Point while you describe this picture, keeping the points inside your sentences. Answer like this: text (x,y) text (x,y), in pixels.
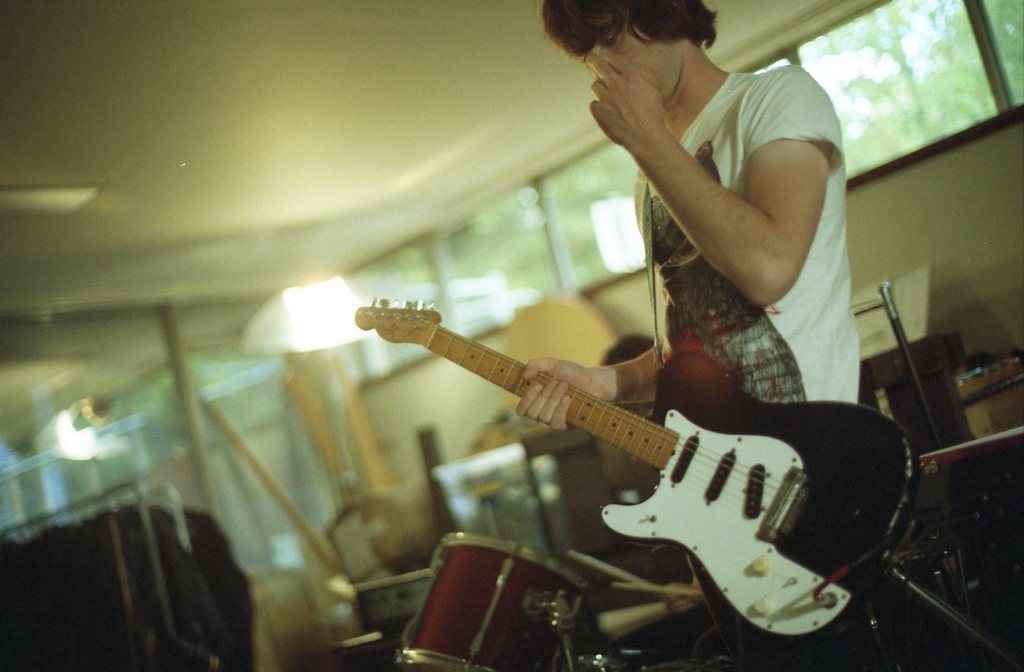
This man (685,99) wore white t-shirt (760,326) and holding a guitar (706,484), which is in black and white color. A background (470,467) is blurry. Beside this man (705,203) there is a musical drum (533,595) with sticks (658,586).
